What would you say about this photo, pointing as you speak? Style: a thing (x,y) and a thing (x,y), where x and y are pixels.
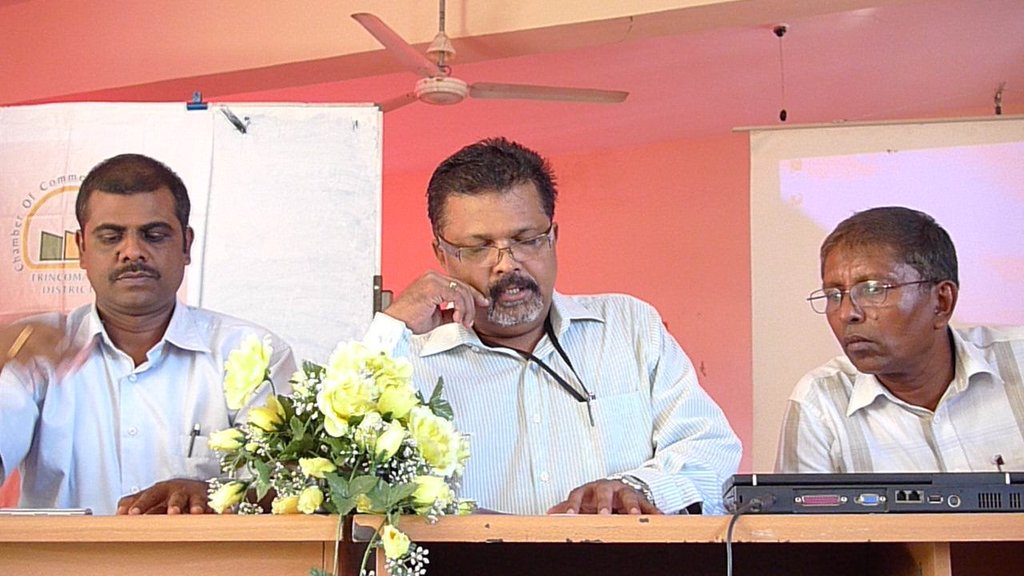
In the image, there are three men (473,418) they are discussing something and on the table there are yellow flowers (347,455) and a gadget (809,502) are kept. In the background (556,158) there is a pink wall (696,174) and in front of the wall (703,188) there is a projector (769,246) and to the left side (267,172) there is a board (341,206).
